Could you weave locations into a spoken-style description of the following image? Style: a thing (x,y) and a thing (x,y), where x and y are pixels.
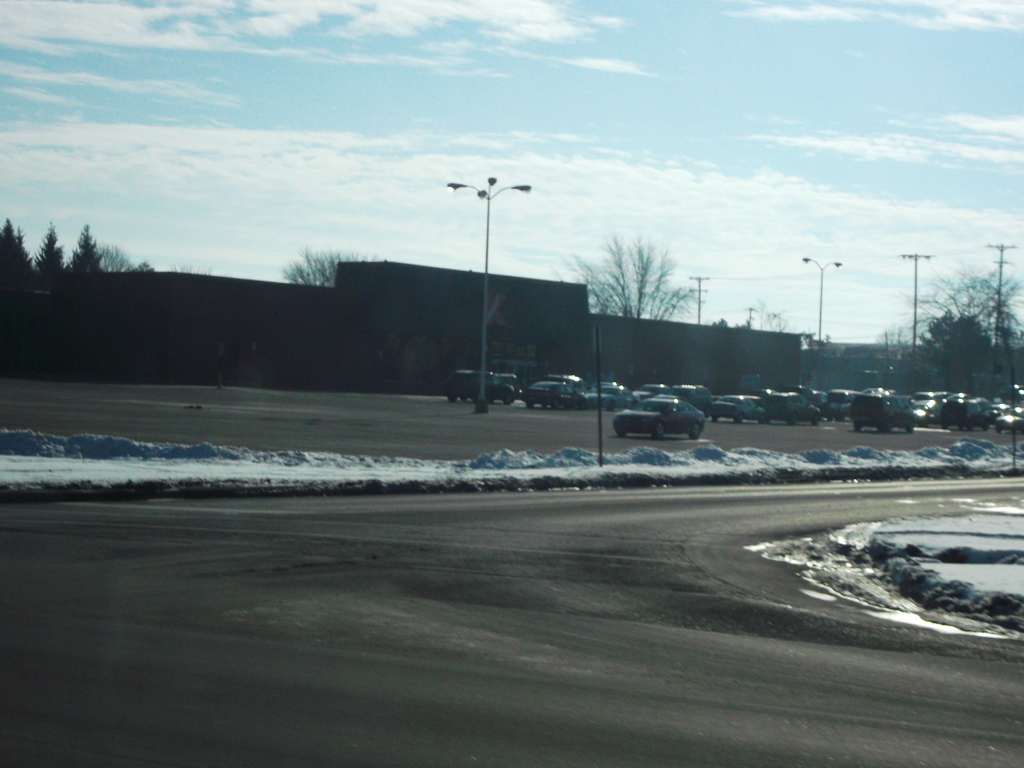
There is a road (768,566). Here we can see cars (983,405), poles (1013,404), trees (963,323), and a wall (403,314). In the background (487,173) there is sky (899,166) with clouds (957,211).
